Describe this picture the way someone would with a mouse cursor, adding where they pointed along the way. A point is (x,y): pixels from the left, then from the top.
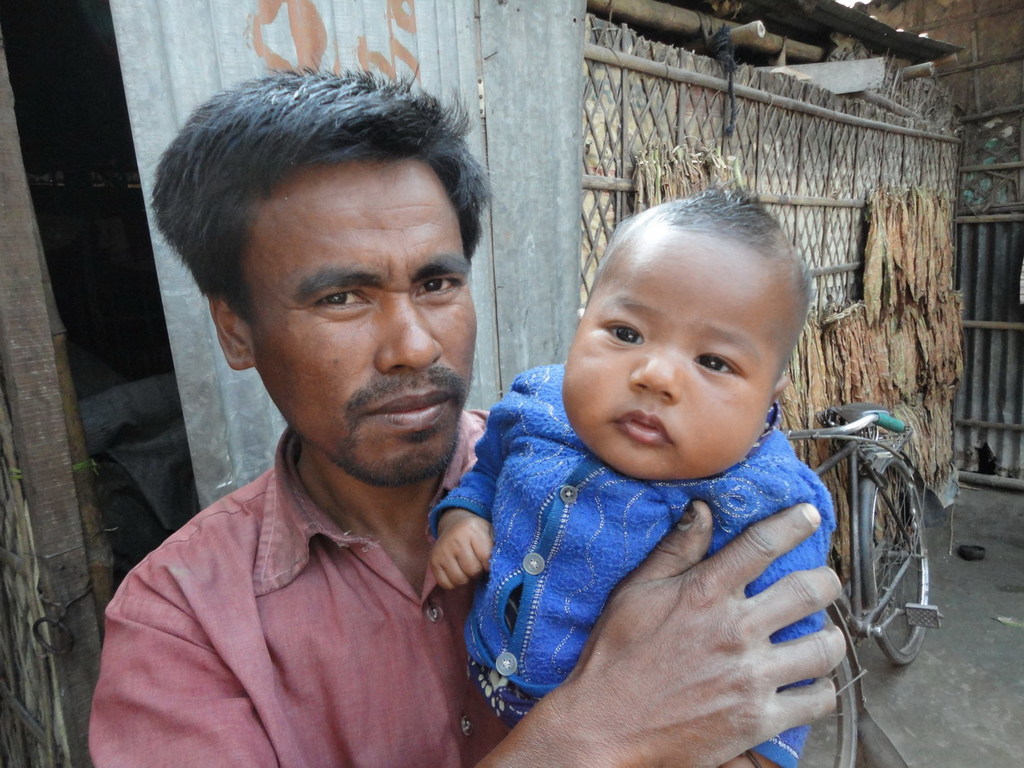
In this picture there is a man (466,299) holding a baby (662,462) and we can see metal sheets (537,175), bicycle (846,710), objects (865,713) and huts (751,104).
